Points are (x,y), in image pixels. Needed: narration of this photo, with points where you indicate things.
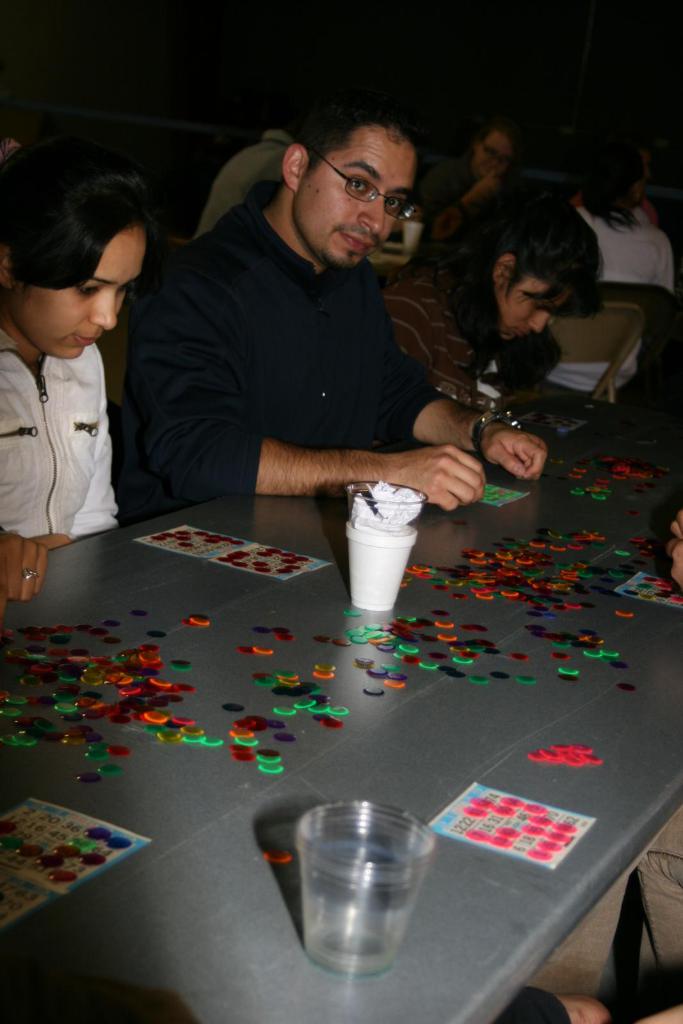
Few persons (417,313) are sitting on the chair (608,366). We can see glass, cup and things (635,582) on the table (91,574).
